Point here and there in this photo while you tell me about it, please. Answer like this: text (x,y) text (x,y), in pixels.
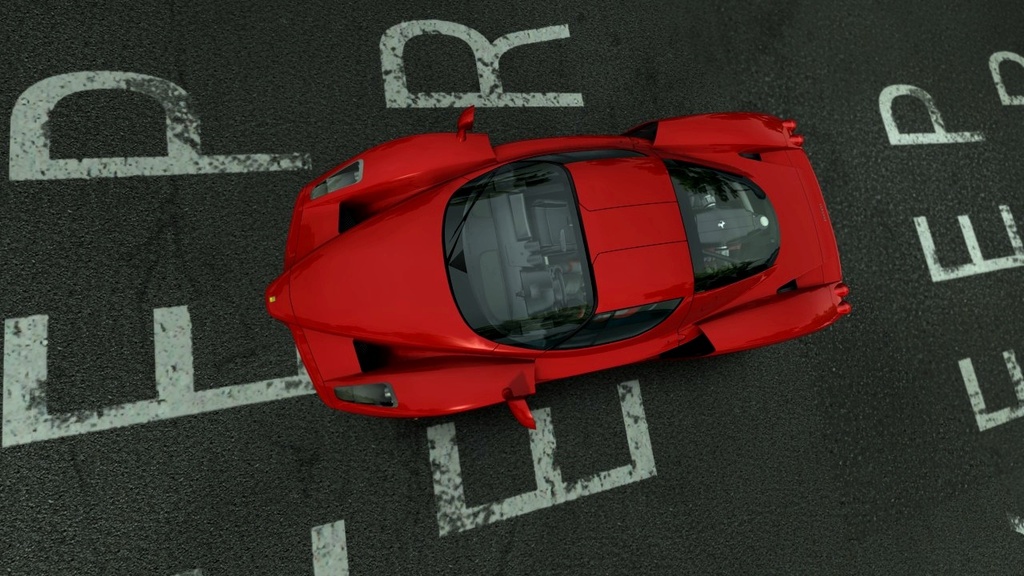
In the foreground of this image (514,276), there is a red color car (608,266) on the road (551,496) on which few text (983,267) is written on it.
